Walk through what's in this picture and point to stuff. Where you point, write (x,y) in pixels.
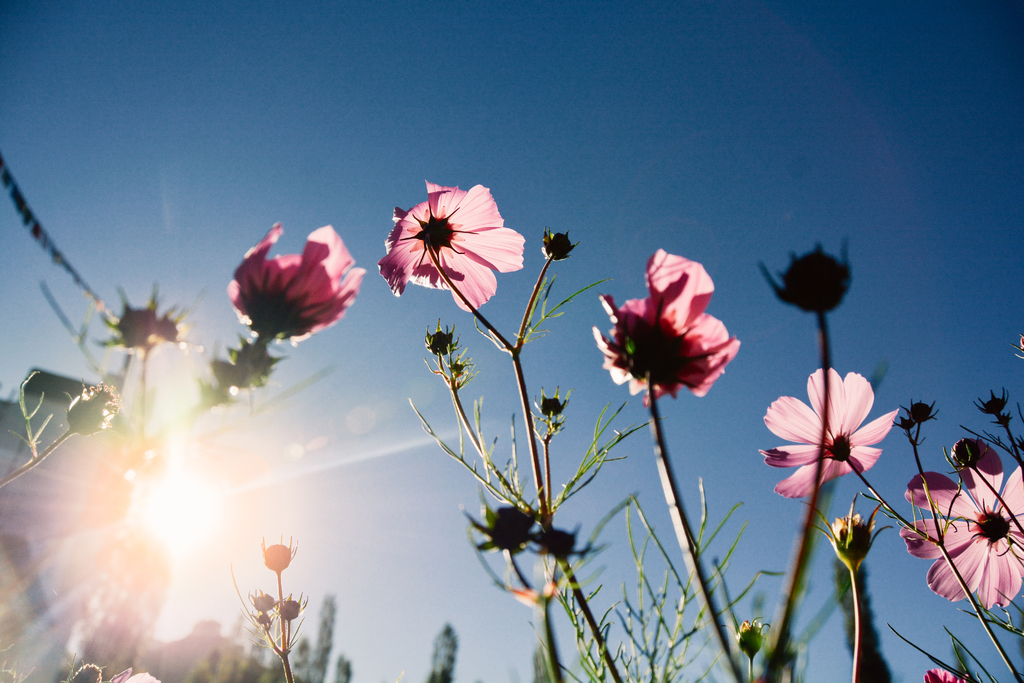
There are plants (978,588) having pink color flowers (977,575). In the background (224,645), there are trees (117,602), there is a sun (169,479) and there is a blue sky (466,43).
